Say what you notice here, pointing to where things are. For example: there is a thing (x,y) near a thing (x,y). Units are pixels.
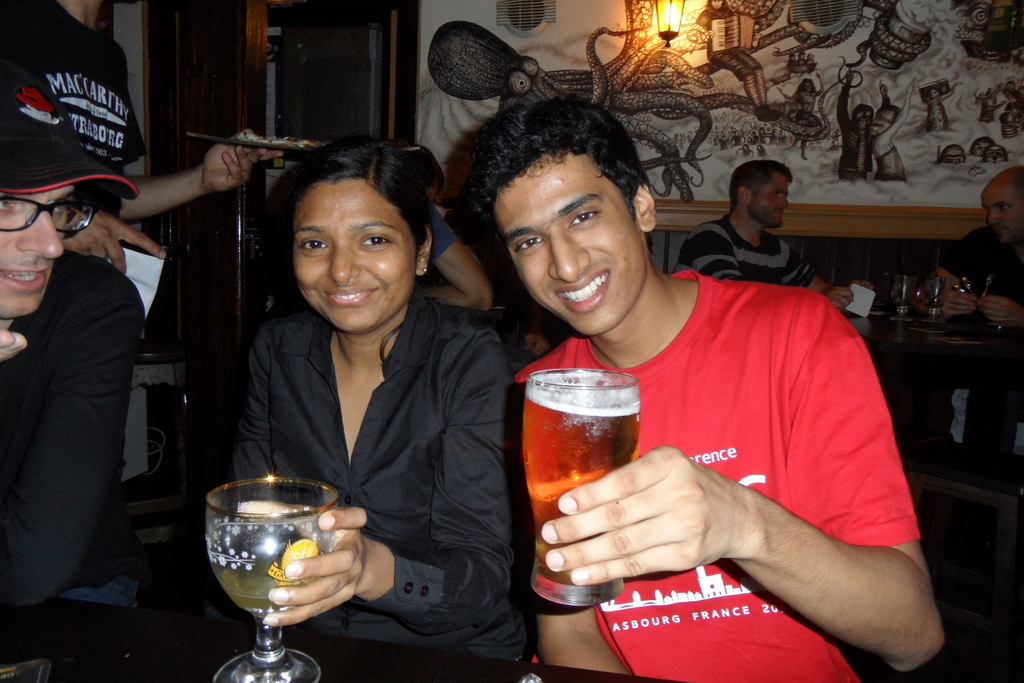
In this image there are two persons (433,512) who are holding the glasses (539,489) in which there is some drink (557,445). In the background (816,281) there are two persons (957,258) sitting around the table (965,343). On the table (993,345) there are glasses (929,290). At the top (783,101) there is a wall (685,93) on which there is a painting (788,67) and a light (672,33). On the left side (96,182) there is a man (32,406) sitting in the chair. Behind him there is another man (129,122) who is holding the paper (140,265) and a plate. In the background (255,70) there is a door (277,55).
